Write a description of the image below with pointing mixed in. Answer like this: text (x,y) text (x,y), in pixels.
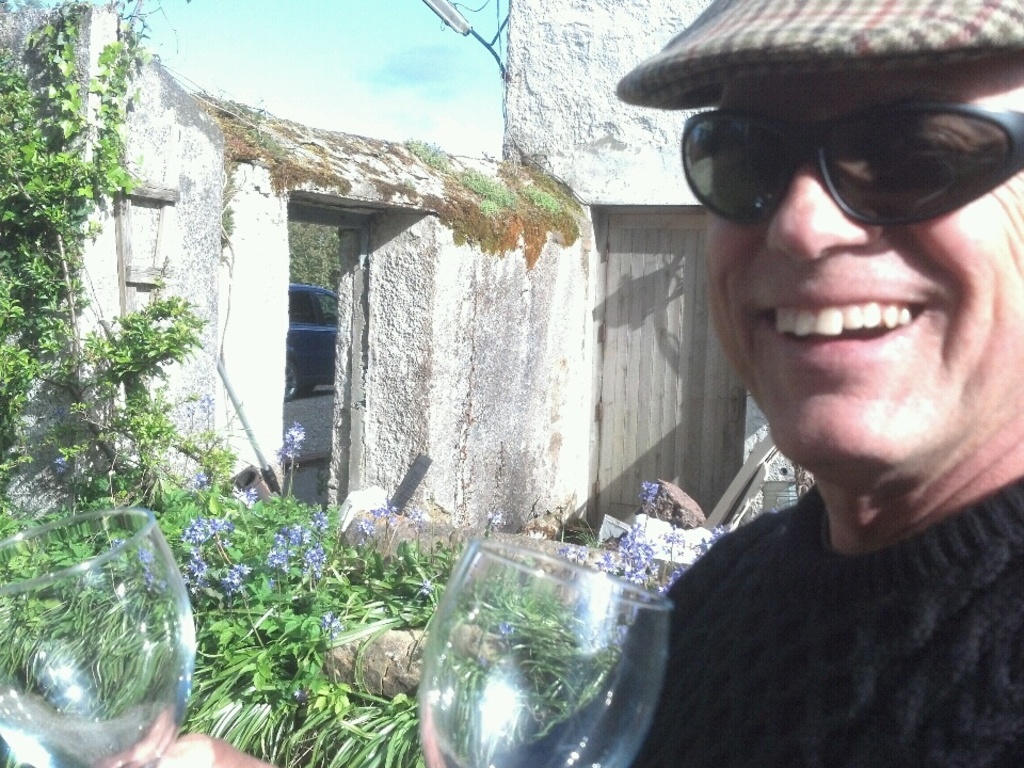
In this image we can see one house (630,252) with a wooden door (666,352), one man (933,350) with smiling face (824,86) standing and holding a glass (161,736). There are some plants (291,683) with flowers (291,454), one car (312,306) on the road (297,475), some plants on the wall (54,335), some grass (400,764) on the ground (386,605), one pole (402,509), some plants (391,570) on the ground (397,524), some objects (383,637) on the ground (416,522), one light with poles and wires (496,23) attached to the wall (523,104).
